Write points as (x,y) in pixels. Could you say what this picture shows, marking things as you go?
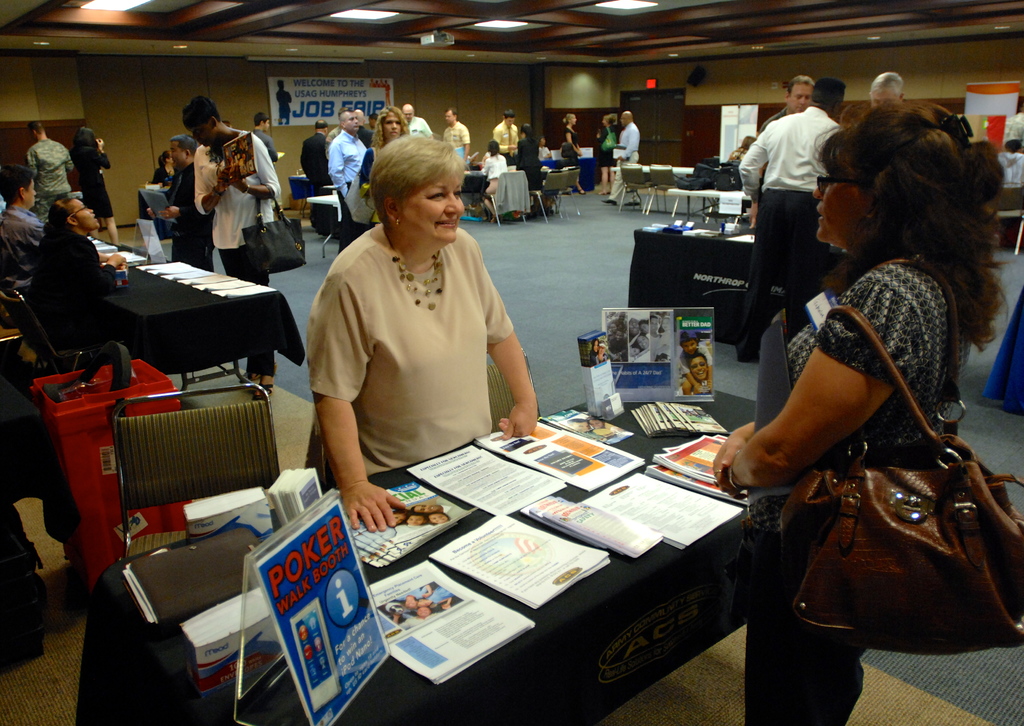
In this picture we can see a group of people (841,191) where some are sitting on chairs (562,179) and some are standing on the ground (600,219) and in front of them on tables (647,168) we can see books (587,455) and in the background (223,90) we can see a banner (307,97), doors (661,115), wall (491,94).
